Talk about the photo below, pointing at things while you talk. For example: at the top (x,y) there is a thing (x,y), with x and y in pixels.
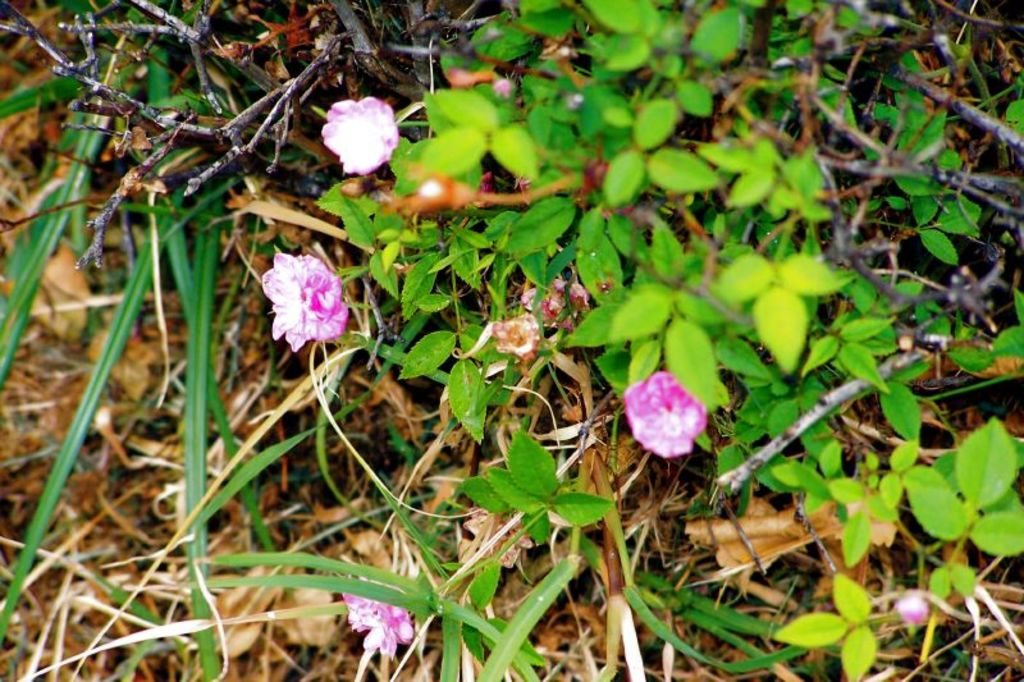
In this image we can see flowers (336,298) and we can also see plant leaves (811,636).
